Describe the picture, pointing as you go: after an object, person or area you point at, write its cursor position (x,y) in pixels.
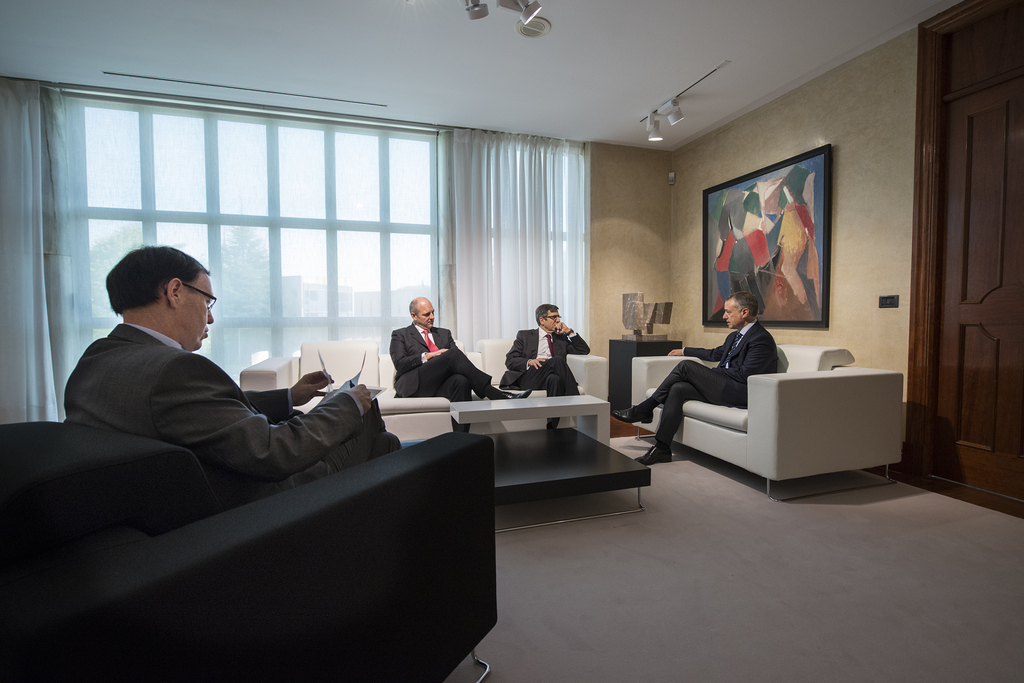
in a room (655,233) there are people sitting on a chair (360,519) with table (467,401) in front of them there is a frame (727,288) on the wall (658,267).
